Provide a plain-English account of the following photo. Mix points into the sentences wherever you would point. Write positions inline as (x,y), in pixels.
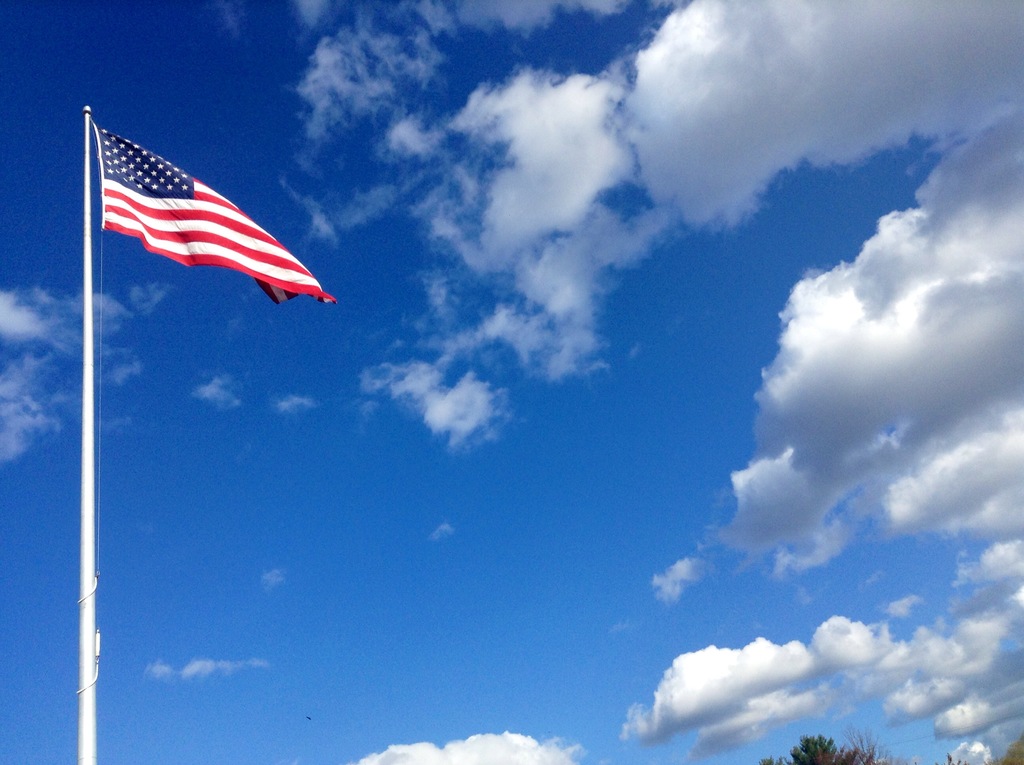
In this image we can see a flag (154,179) on a pole (85,414). At the bottom (826,755) there is a tree (819,756). In the background (471,522) there is sky (649,348) with clouds (684,208).
